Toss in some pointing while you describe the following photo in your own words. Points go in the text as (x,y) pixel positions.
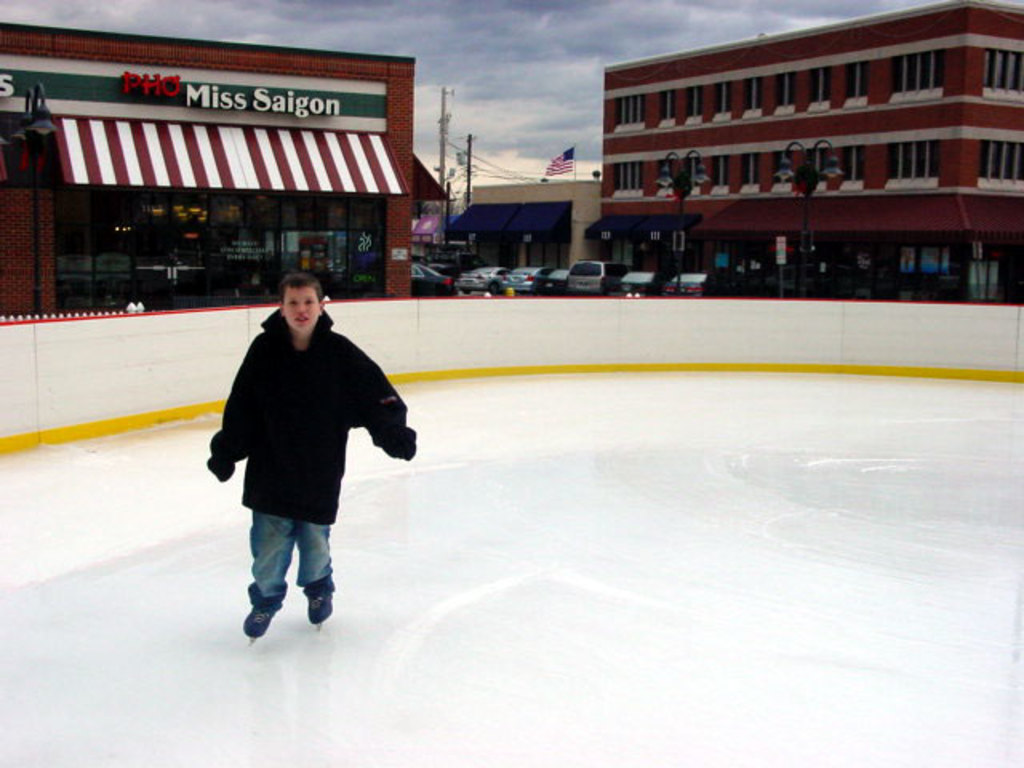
In the picture I can see a boy (307,485) skating on the ice surface (420,505). In the background (158,307), I can see the buildings (368,199) and cars (562,268). I can see the decorative lamps (804,261) on the right side (831,159). There is a flagpole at the top of the building (506,192). I can see the electric poles (471,164) and electric wires (489,166). There are clouds (474,165) in the sky (600,56).
